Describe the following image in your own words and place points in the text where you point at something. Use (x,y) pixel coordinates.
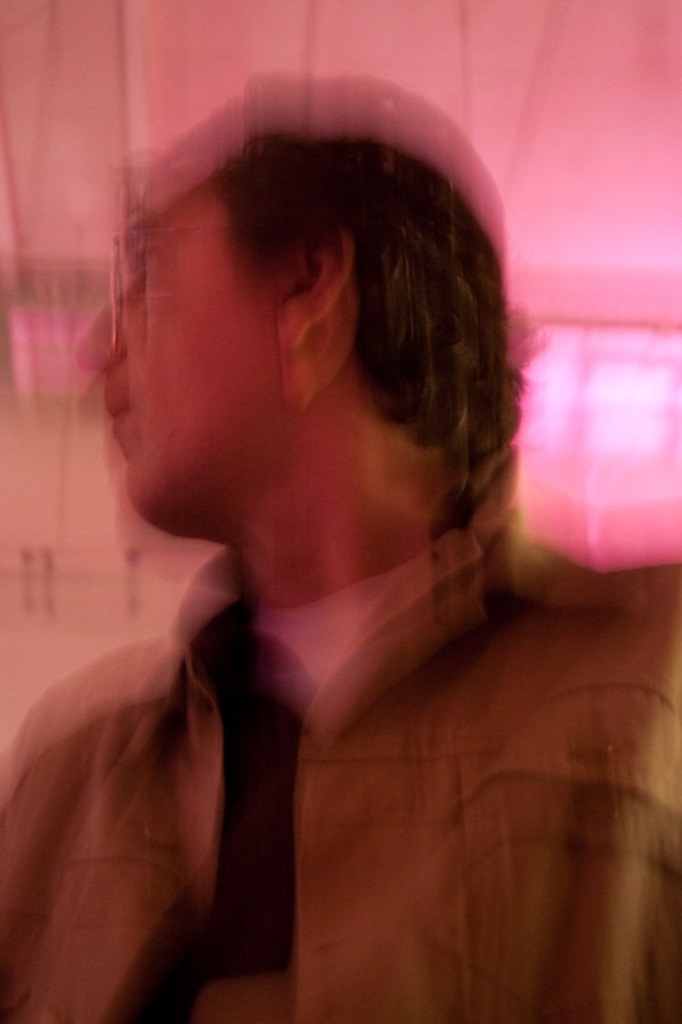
In this image, we can see a person (372,469) wearing clothes (406,948) and spectacles (116,272).
